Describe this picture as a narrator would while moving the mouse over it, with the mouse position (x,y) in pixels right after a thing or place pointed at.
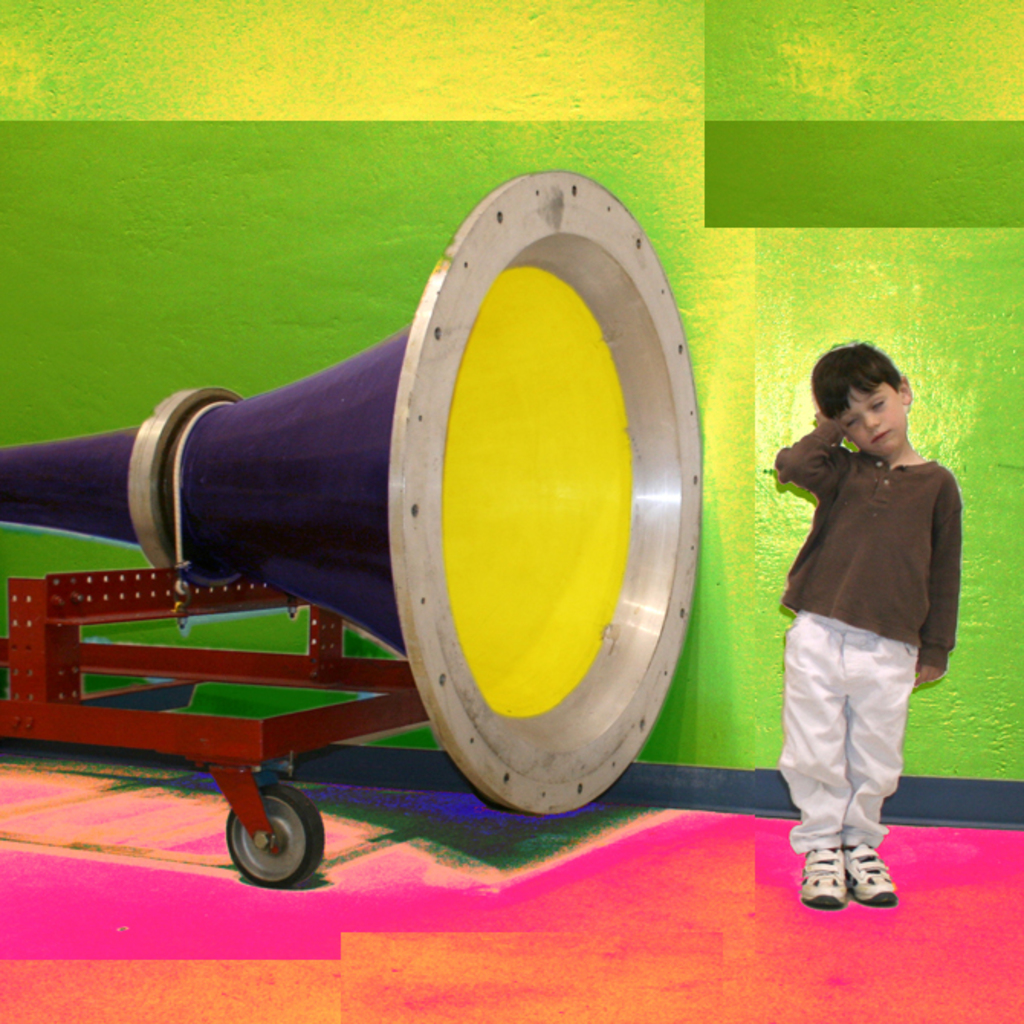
In the foreground of this edited image, on the left (313,571), there is a big horn (227,512) on the cart (210,749) and on the right (885,558), there is a boy (885,560) standing and closing one ear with his hand (845,425) and there is a colorful background (222,246).
